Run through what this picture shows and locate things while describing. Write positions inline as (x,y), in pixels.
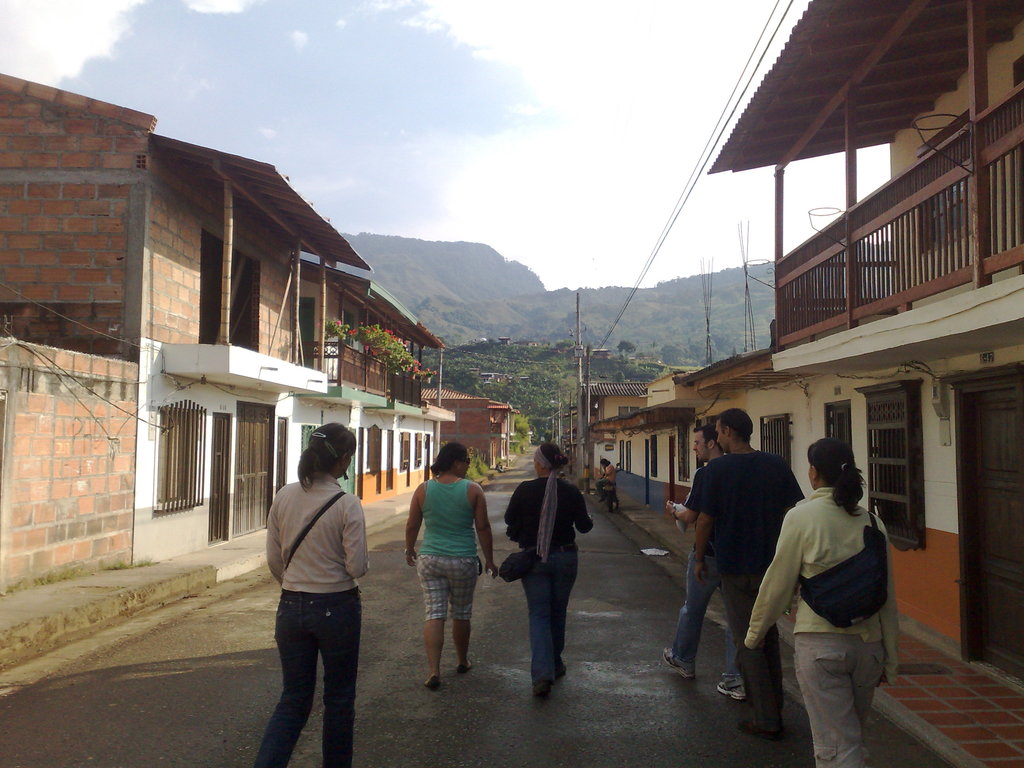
Here we can see few persons (824,708) on the road (444,717). There are houses (328,380), plants (497,345), poles (585,466), and mountain (748,327). In the background (562,161) there is sky (671,208).
